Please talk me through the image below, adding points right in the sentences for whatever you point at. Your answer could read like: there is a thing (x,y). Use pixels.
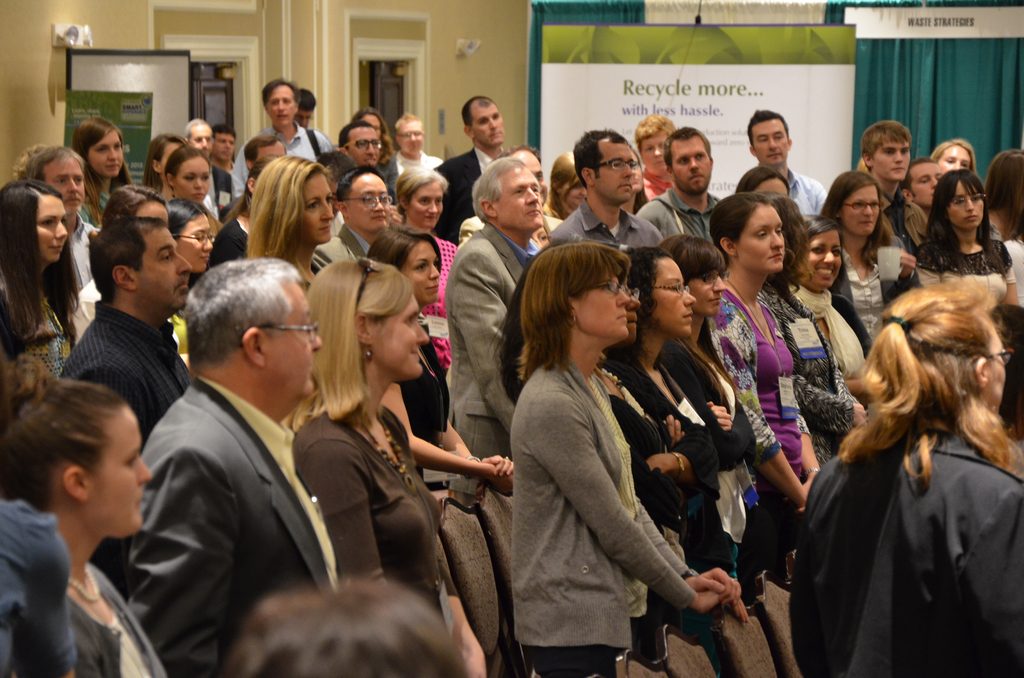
many people (562,405) standing, there are banners (818,86), curtains (863,86) and doorways (365,107) at the back (239,125).
